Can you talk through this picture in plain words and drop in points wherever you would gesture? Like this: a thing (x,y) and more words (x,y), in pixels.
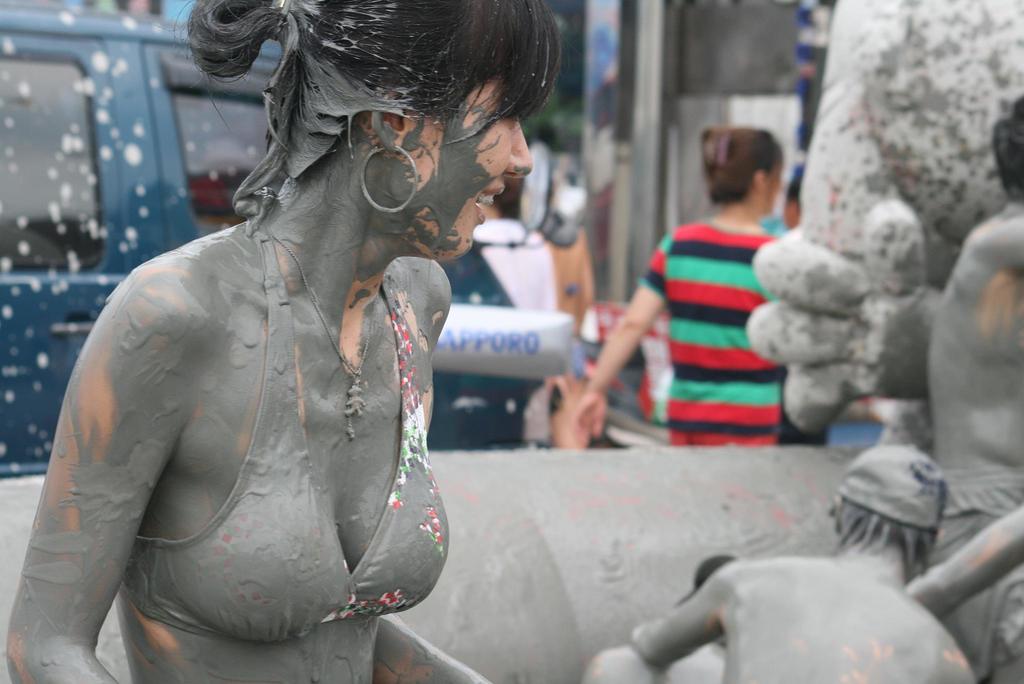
In this image I can see few people (974,392) with the mud (301,493) which is in grey color. To the back of these people (340,296) I can see the vehicle (213,193) and few more people (689,302) with different color dresses (672,324). In the back (494,228) I can see the blurred image.
